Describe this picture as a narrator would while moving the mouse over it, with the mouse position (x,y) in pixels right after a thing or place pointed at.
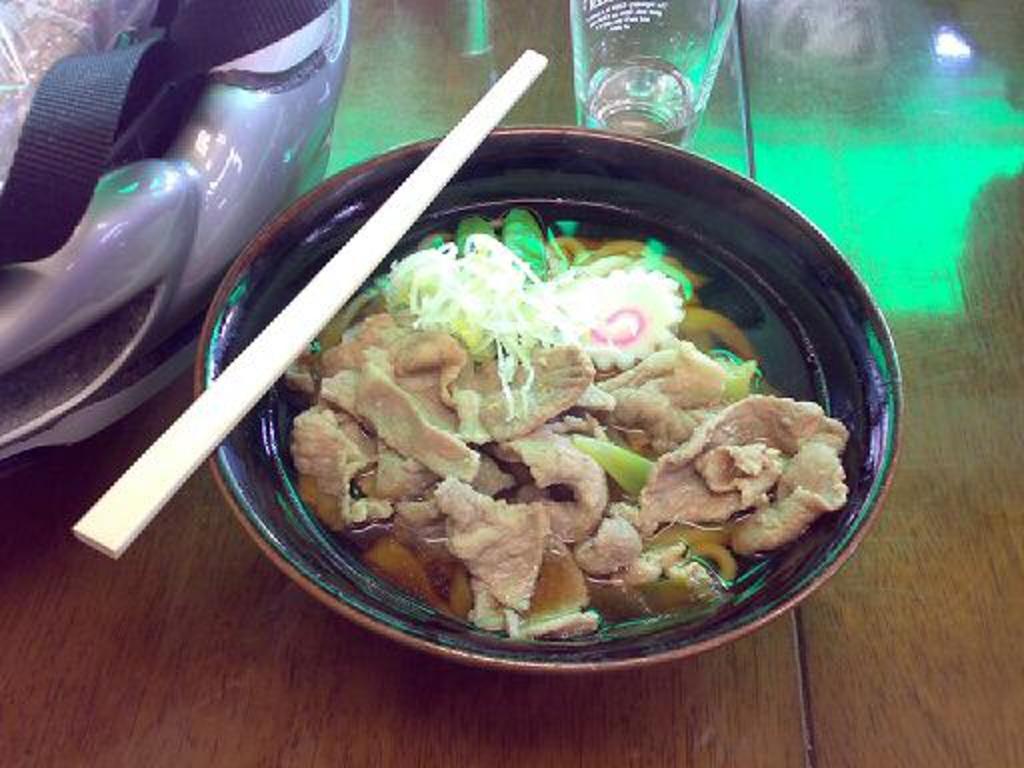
In this image we can see a serving bowl (553,357) with food (453,411) in it, chopstick (513,74), glass tumbler (602,67) and an object (241,209) placed on the table (943,289).
